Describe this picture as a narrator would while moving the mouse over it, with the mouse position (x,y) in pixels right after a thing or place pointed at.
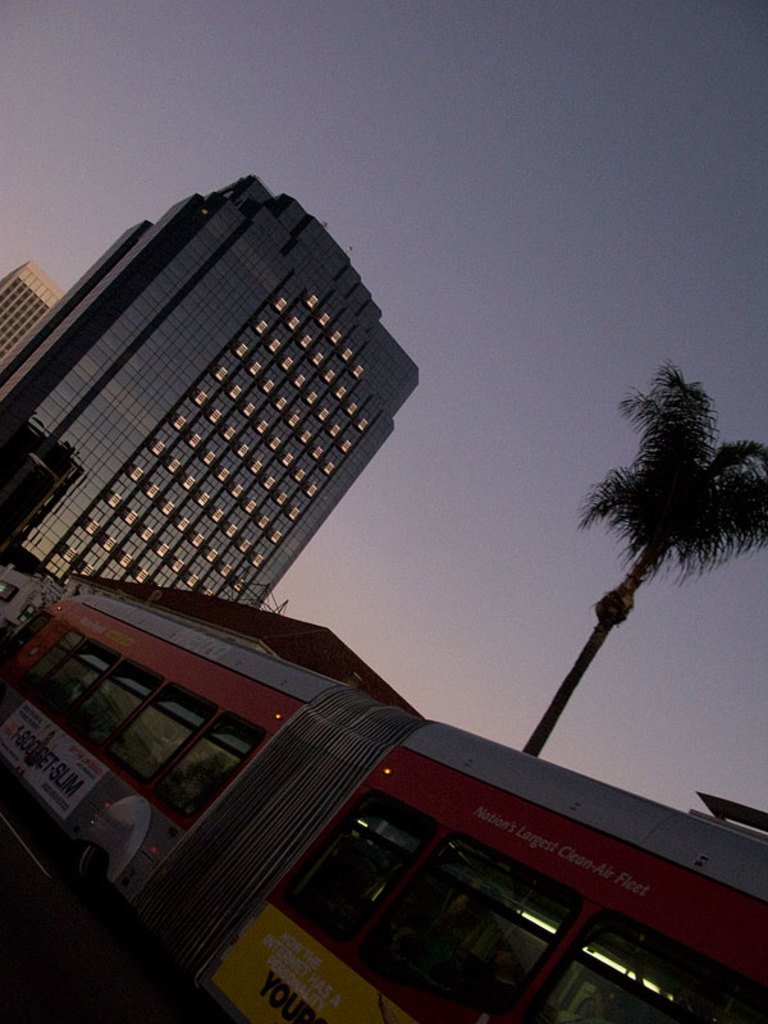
In this image I can see the bus (488,830). In the background (725,493) I can see the tree (742,543) and few buildings (232,383) and the sky (413,126) is in blue and white color.
